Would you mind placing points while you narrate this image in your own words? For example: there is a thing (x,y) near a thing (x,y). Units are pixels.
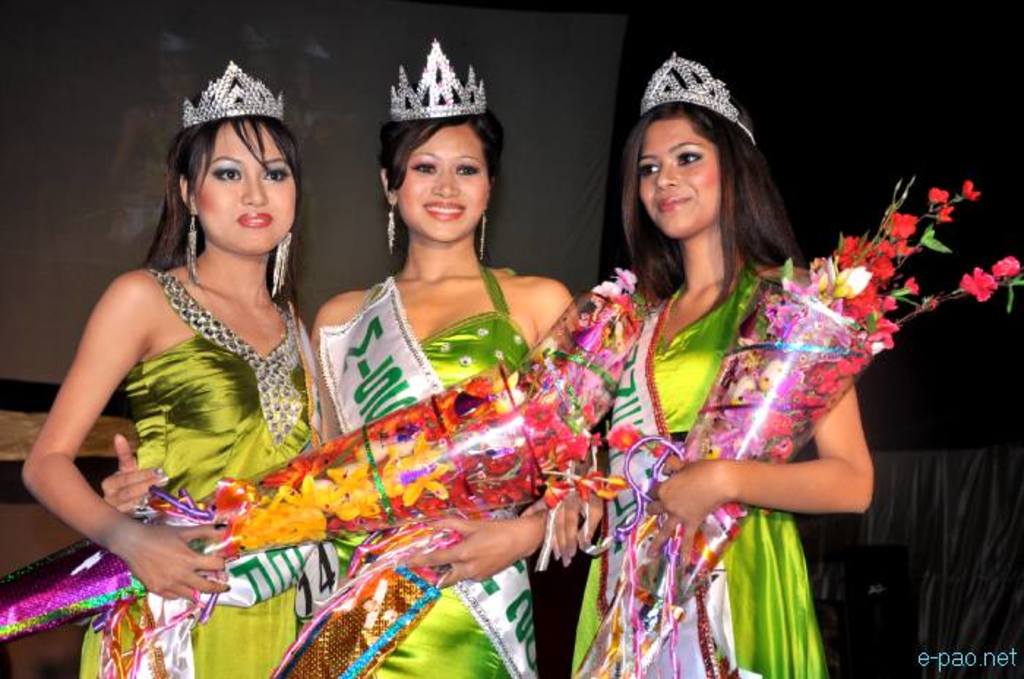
In this picture I can observe three women (420,300) wearing green color dresses (226,399) and holding bouquets (536,495) in their hands (174,541). Two of them are smiling. The background (842,136) is dark.
